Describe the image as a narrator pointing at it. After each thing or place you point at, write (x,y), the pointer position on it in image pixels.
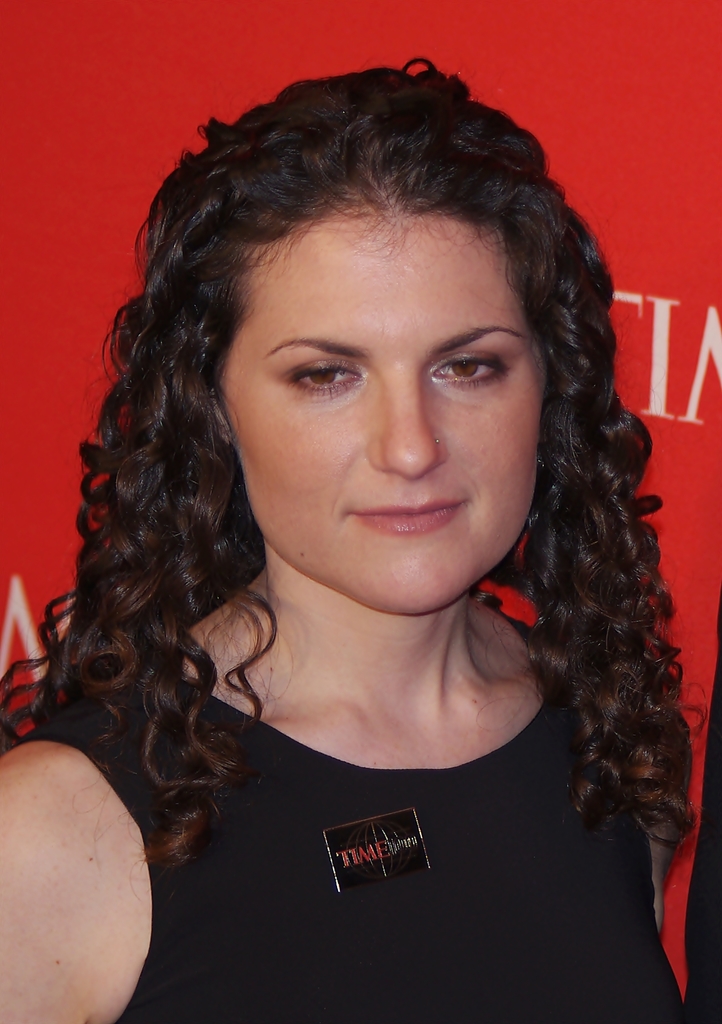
In this image there is a lady (346,704), in the background (695,338) there is a banner (656,260), on that banner (656,223) there is some text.
